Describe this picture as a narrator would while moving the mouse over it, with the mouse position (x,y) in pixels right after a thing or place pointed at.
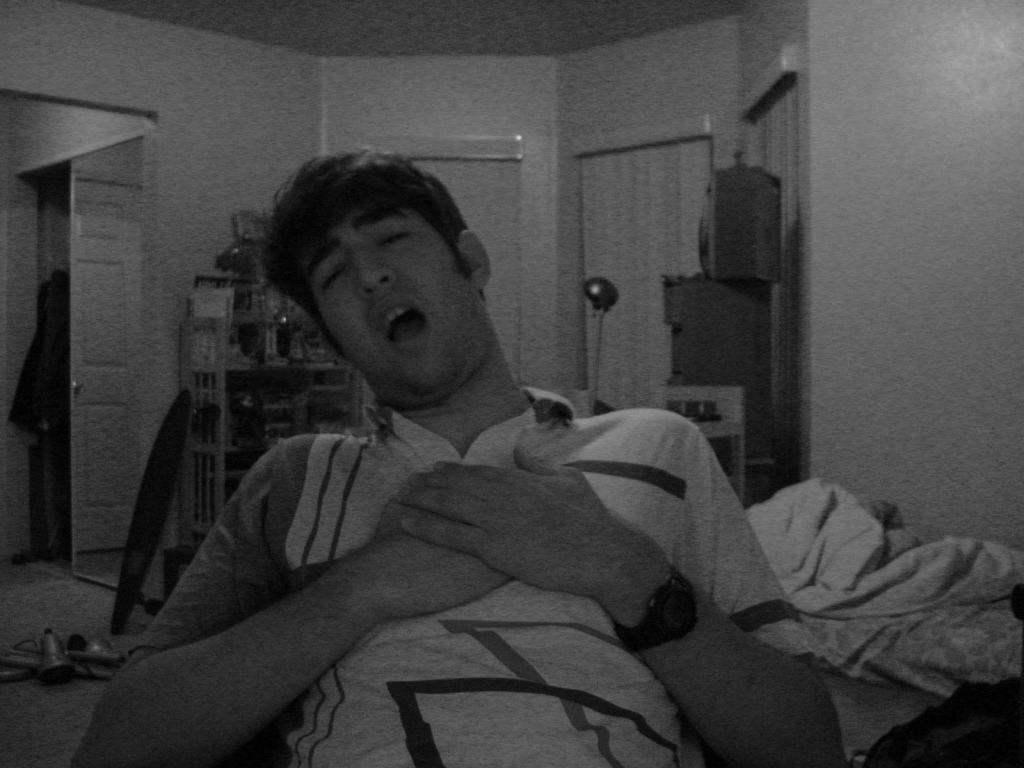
In this image we can see a black and white image. In this image we can see a person (480,502). In the background of the image (246,207) there is a wall (526,306), curtains (515,314), door (107,202) and other objects (727,293).
